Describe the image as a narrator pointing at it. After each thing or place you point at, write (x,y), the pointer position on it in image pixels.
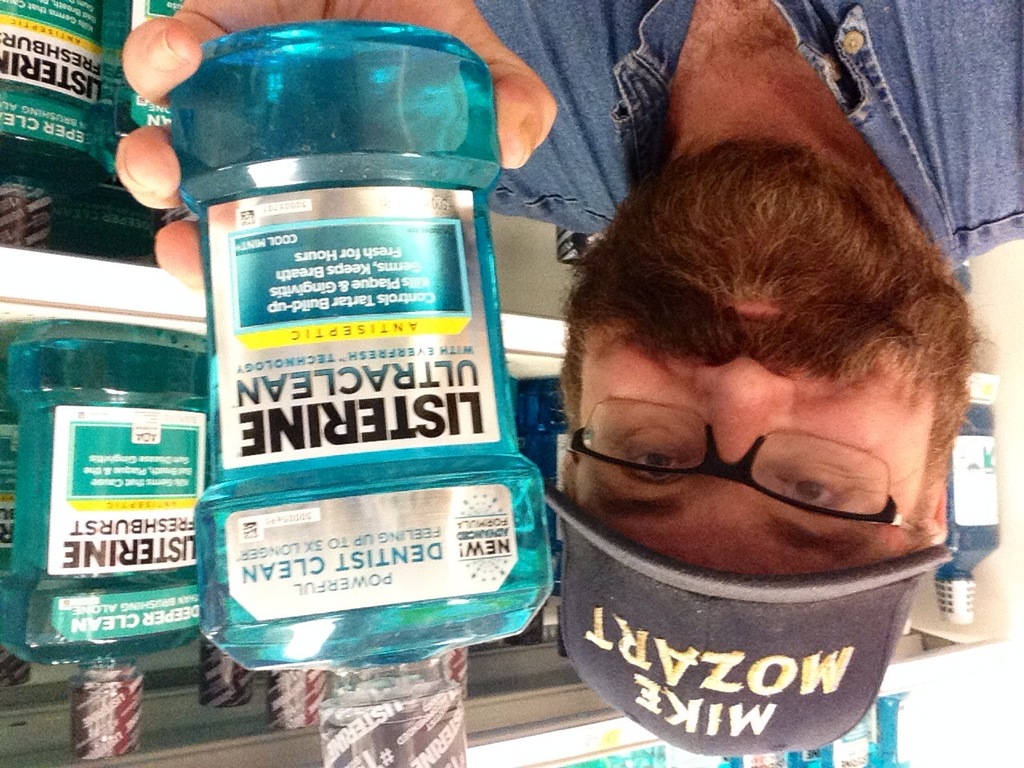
In the foreground of the picture (808,368) there is a person (796,74) holding a plastic bottle (335,385), behind him there are bottles (114,558) in racks (949,761). The person (706,526) is wearing spectacles (799,477) and a cap (689,628).
